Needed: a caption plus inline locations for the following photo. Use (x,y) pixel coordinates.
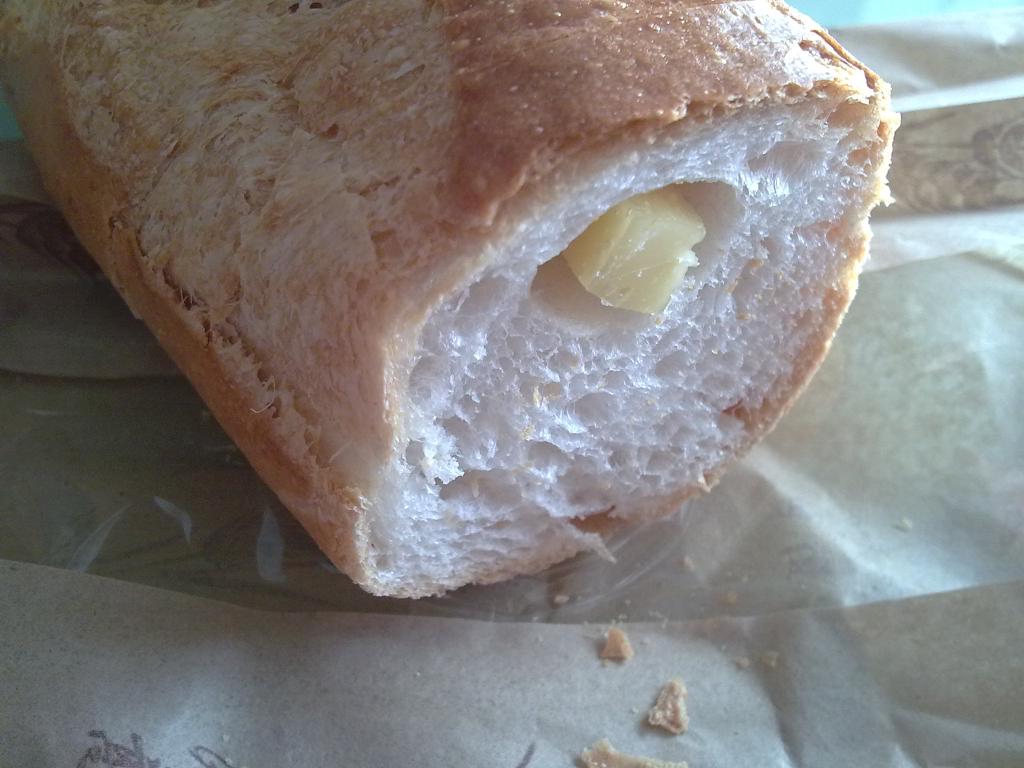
In the middle of the image (433,372) there is a food item (433,83) on the wrapper (432,623).
